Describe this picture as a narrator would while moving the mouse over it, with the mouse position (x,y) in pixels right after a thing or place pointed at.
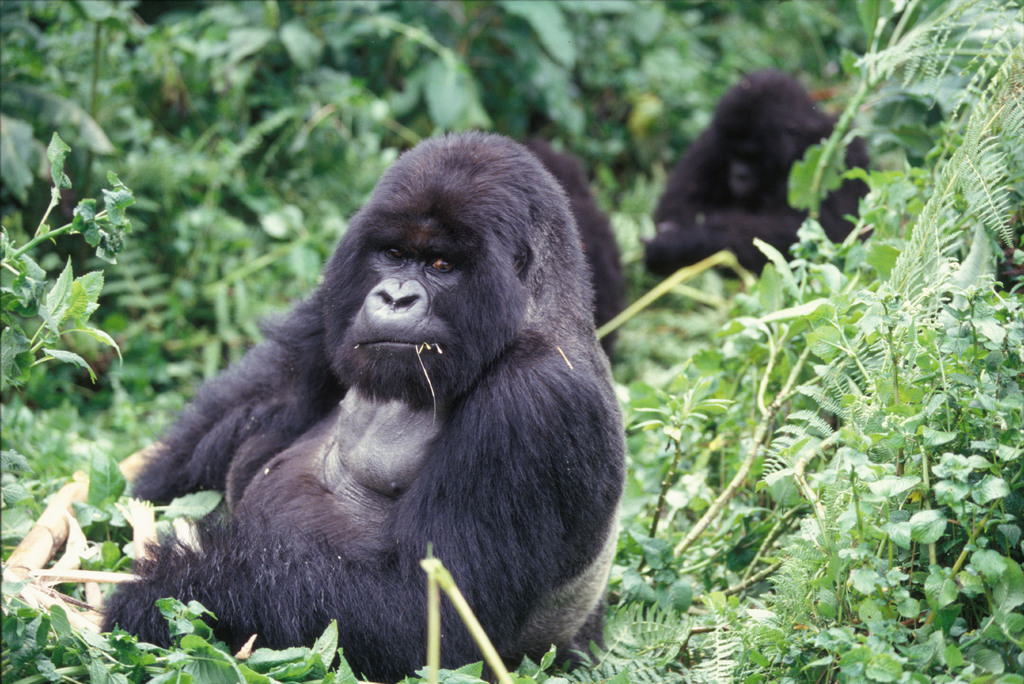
In this image there are three gorillas (537,268), around the gorillas (416,270) there are trees (632,150).
